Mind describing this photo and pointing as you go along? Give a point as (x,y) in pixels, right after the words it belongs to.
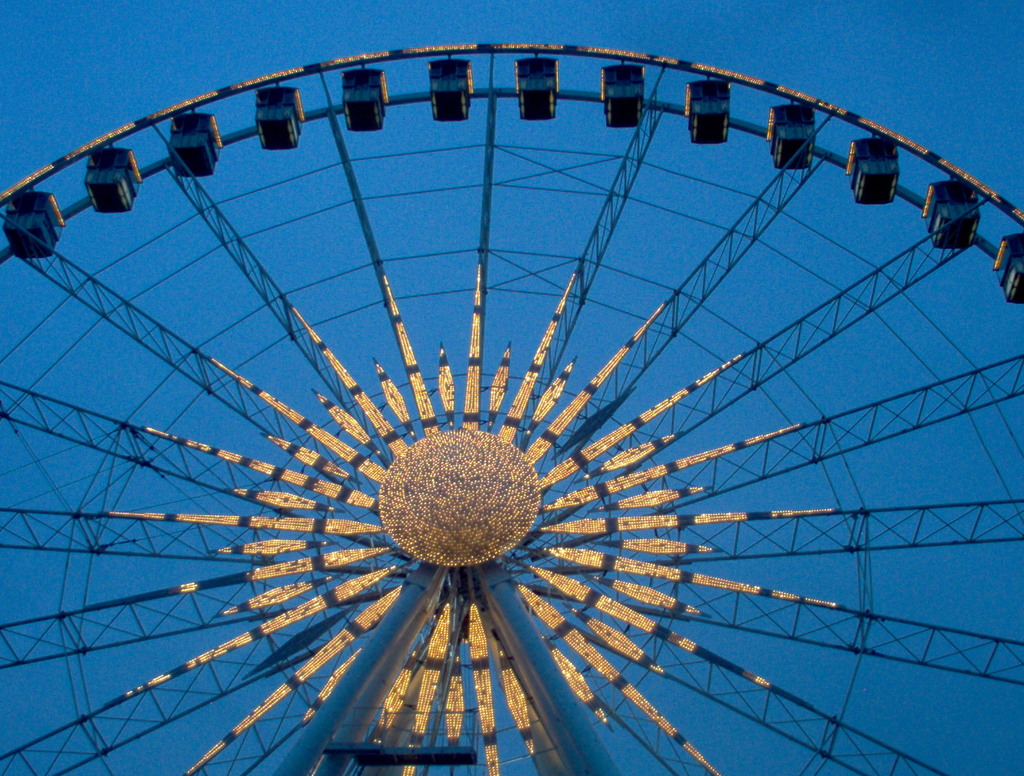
In this picture we can see a giant wheel (434,521), there is the sky (624,241) in the background (498,220).
